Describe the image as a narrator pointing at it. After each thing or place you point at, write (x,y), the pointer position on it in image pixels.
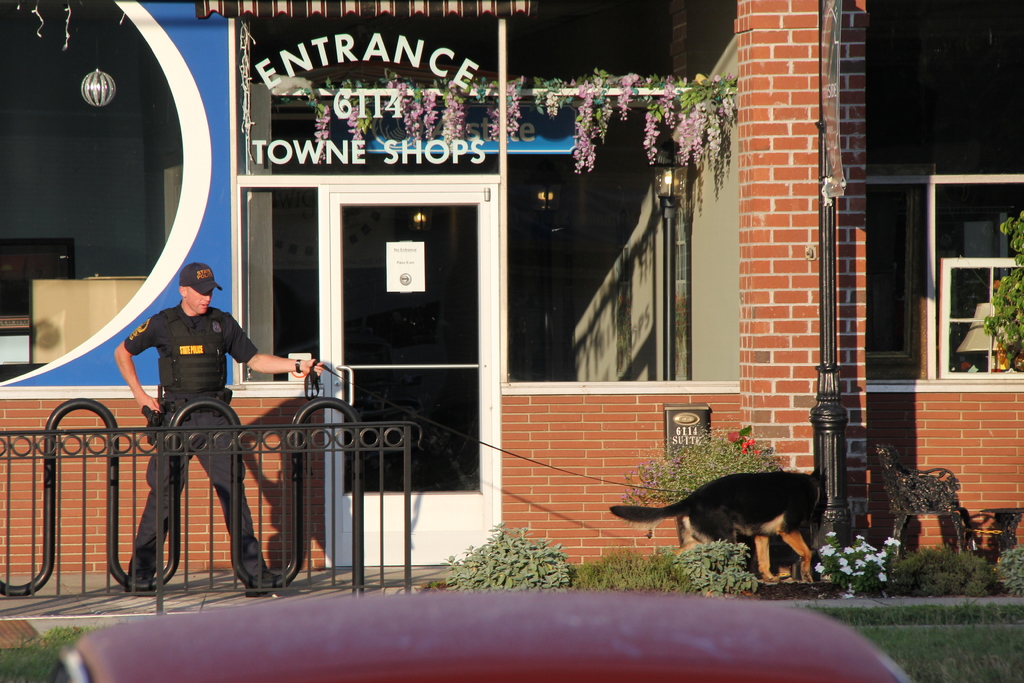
In the foreground of this image (334,656), there is a top of a vehicle (449,654). In the background (949,630), there is grass (939,627), few plants (595,564), railing (335,507) and a man (305,369) holding belt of a dog (745,515). In the background (572,114), there is a building (867,101), few flowered plants (680,109) inside it. On the right (1023,288), there is a plant (1007,329) and a lamp (974,337) inside the building (957,344).
